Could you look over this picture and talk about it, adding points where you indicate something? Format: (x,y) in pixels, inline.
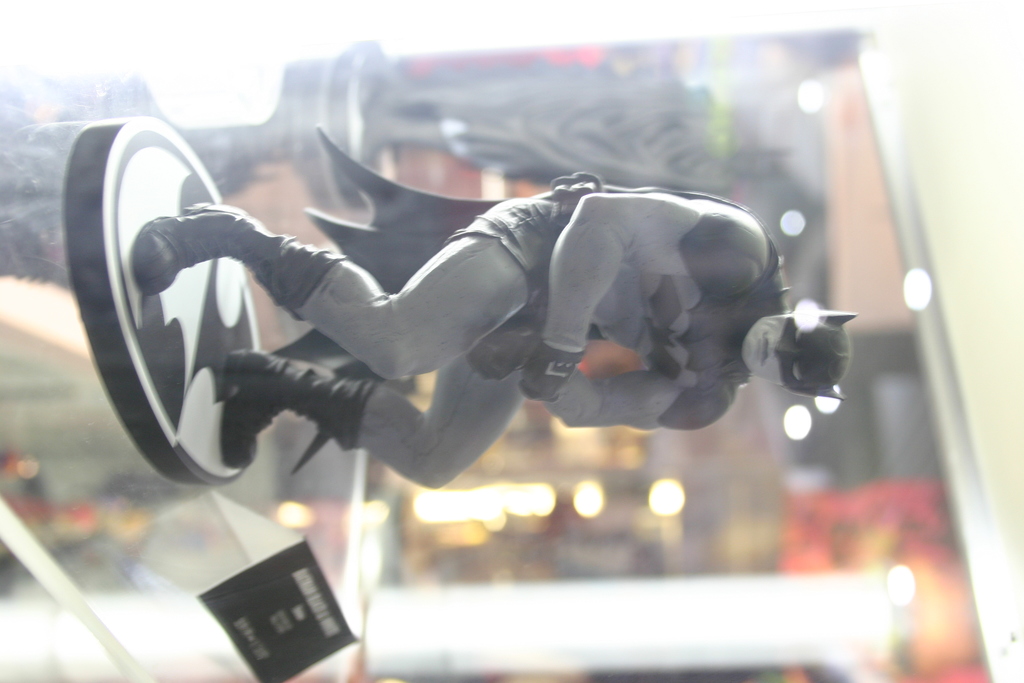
In this image I can see a toy batman (594,333) which is in ash and black color. It is on the glass rack (86,528). We can see black color board (296,603). Background (784,77) is blurred.
